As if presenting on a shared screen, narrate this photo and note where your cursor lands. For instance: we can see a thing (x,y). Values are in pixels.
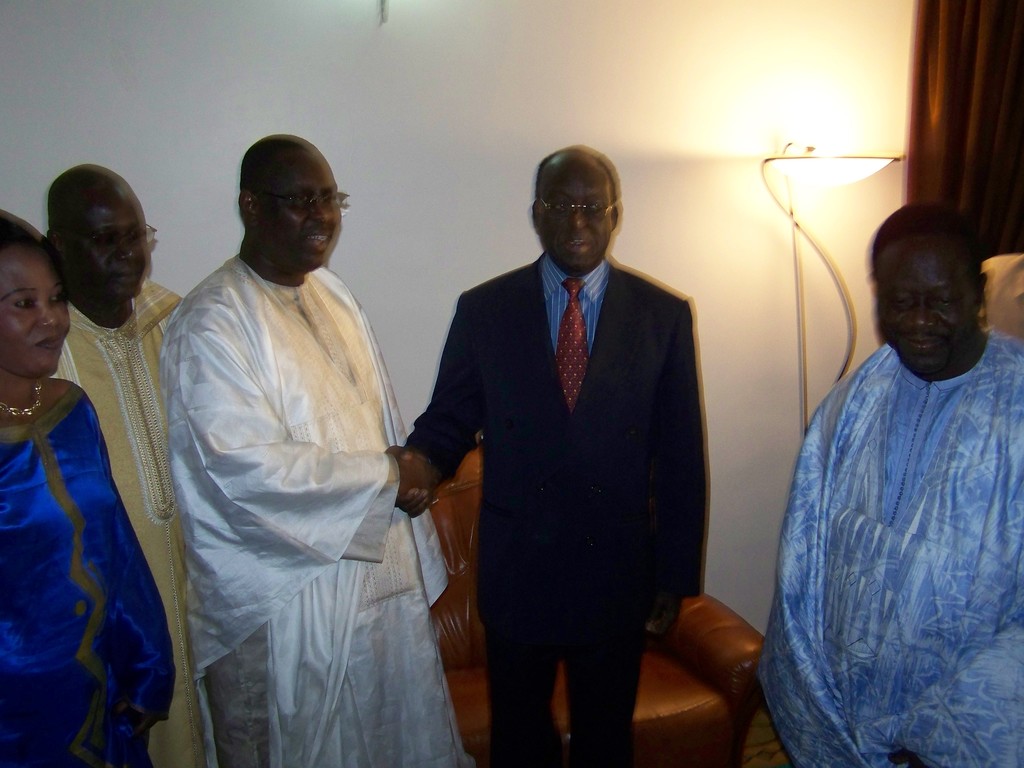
In this image we can see a group of people (422,530) standing on the floor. We can also see a chair (679,733), lamp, a curtain (979,216) and a wall (501,202).
